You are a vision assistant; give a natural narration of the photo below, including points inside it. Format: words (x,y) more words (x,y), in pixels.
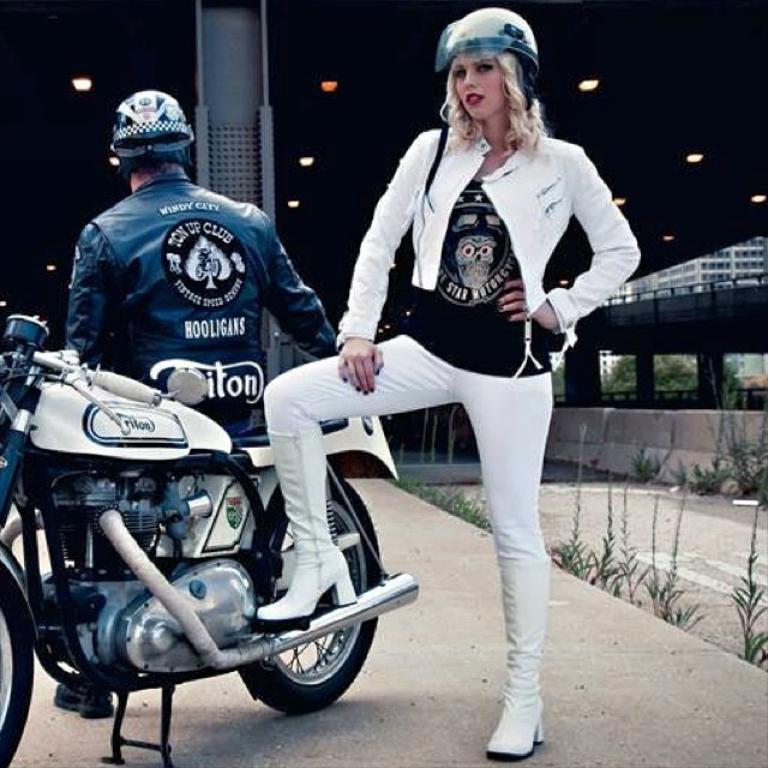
In this image there is a woman (364,381) standing beside a motorbike (162,404) and a man (235,356) sitting in a motor bike (169,390) and in back ground (651,507) there is light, building (750,378), tree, plants (742,468).
